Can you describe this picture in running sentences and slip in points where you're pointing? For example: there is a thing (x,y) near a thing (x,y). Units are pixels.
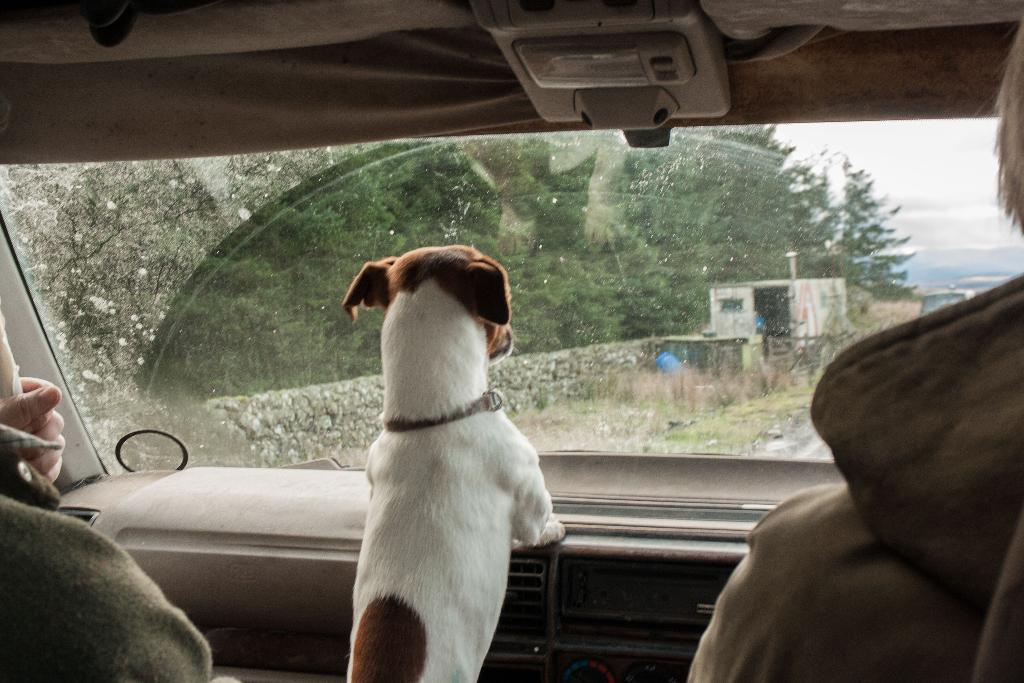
The picture is inside a car (268,102), there are two persons (6,528) and between them there is a dog of white color (436,547) it is looking outside through the window (583,328), in the background (481,222) we can see a sky (893,187), trees (840,204), a rock wall (591,379), road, a construction (776,324).
